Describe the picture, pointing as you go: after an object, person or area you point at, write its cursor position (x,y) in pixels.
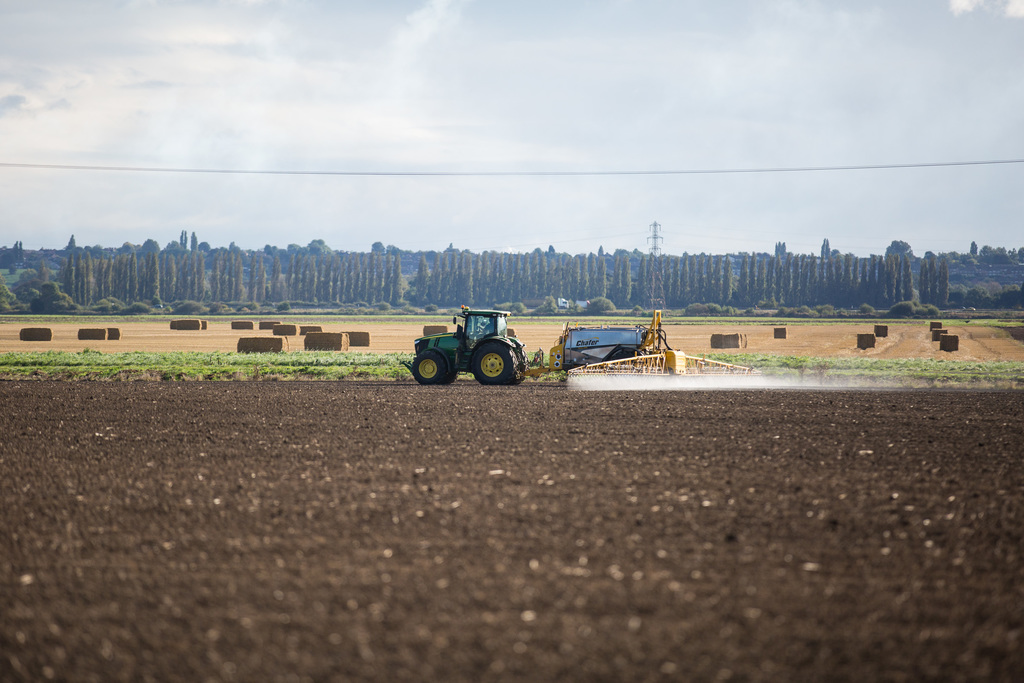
In this picture we can see a vehicle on the ground (528,479) and in the background (167,307) we can see trees (147,287), sky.
